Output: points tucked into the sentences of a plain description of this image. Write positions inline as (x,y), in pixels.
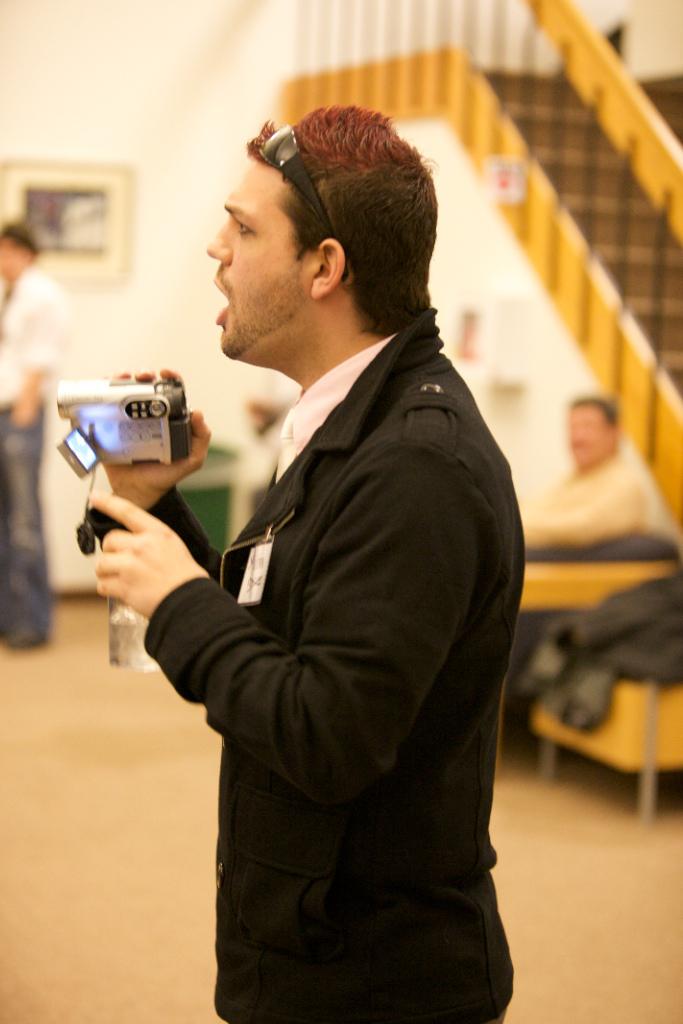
This image is taken inside a room (176,246). There are three people (406,542) in this room (551,1017). In the middle of the image (347,448) a man (347,448) is standing and holding a camera (136,430) in his hands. In the right side of the image (538,523) a man (590,475) is sitting on the chair (618,572). In the left side of the image (32,322) a man (30,400) is standing. In the background (146,87) there is a wall (108,114) with a picture frame (42,240) on it. There is a staircase (561,222) In the room (497,91).
